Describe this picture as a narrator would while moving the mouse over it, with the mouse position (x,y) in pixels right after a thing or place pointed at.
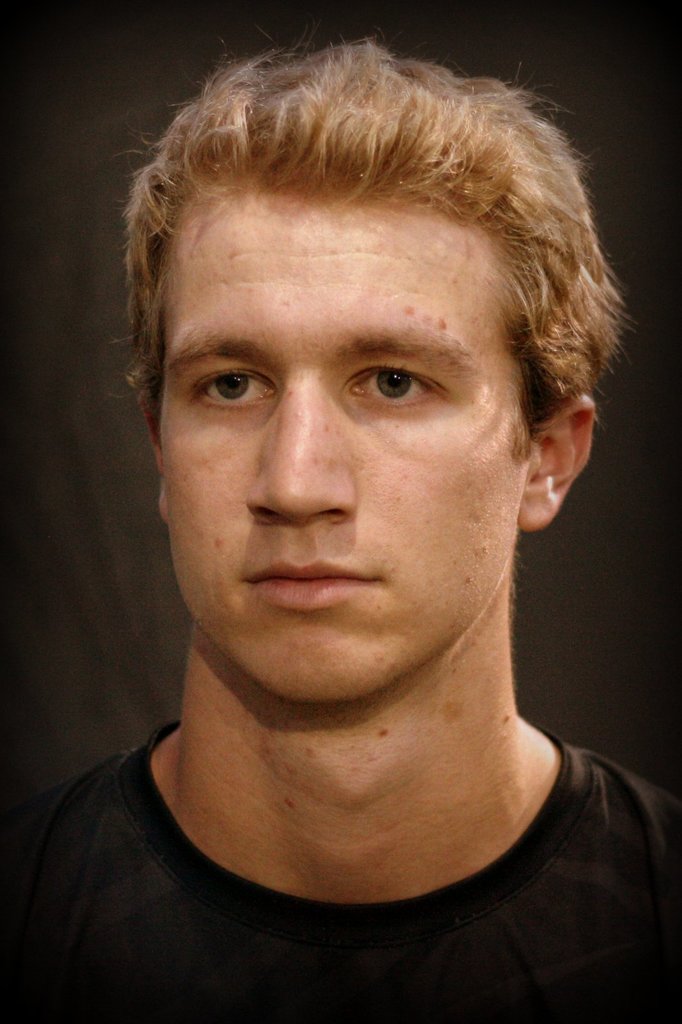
In this picture we can see a man (203,893) wore a black T-Shirt (622,900).
